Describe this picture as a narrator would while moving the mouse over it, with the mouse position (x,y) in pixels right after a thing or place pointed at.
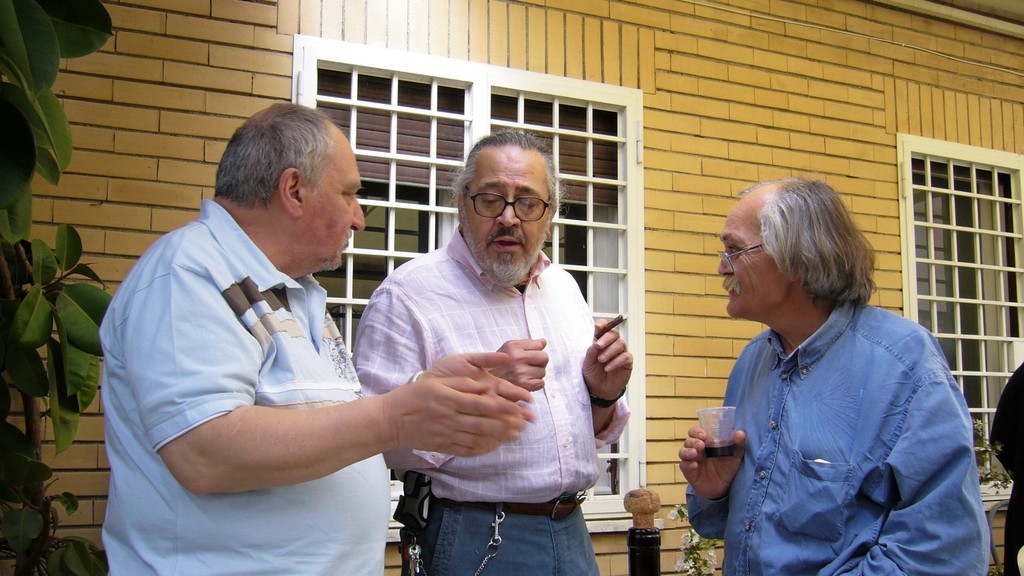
In the image I can see three people (399,324), among them a person (764,376) is holding the glass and the other person (547,334) is holding the cigar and behind there are two windows (383,81) and plants (3,551).
